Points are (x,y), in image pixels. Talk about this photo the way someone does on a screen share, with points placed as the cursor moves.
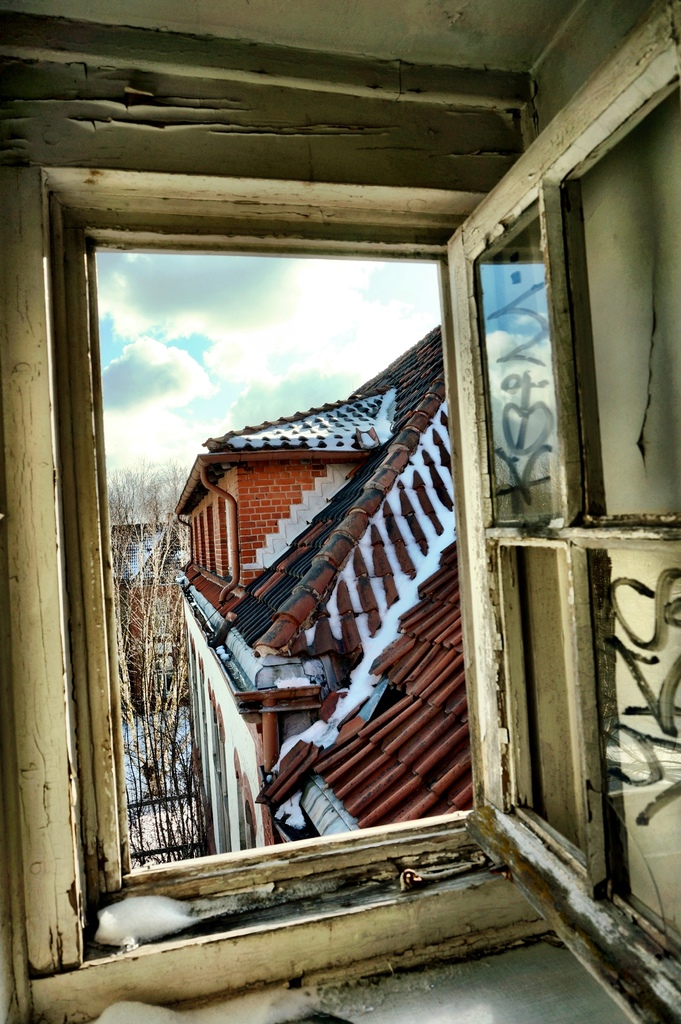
In this image we can see the window (674,548) and through the window (601,236) we can see the roof houses (300,525), trees (165,537), snow (380,410) and also the sky (241,399) with the clouds (290,357). We can also see the text (672,674) on the window glasses (604,632).
